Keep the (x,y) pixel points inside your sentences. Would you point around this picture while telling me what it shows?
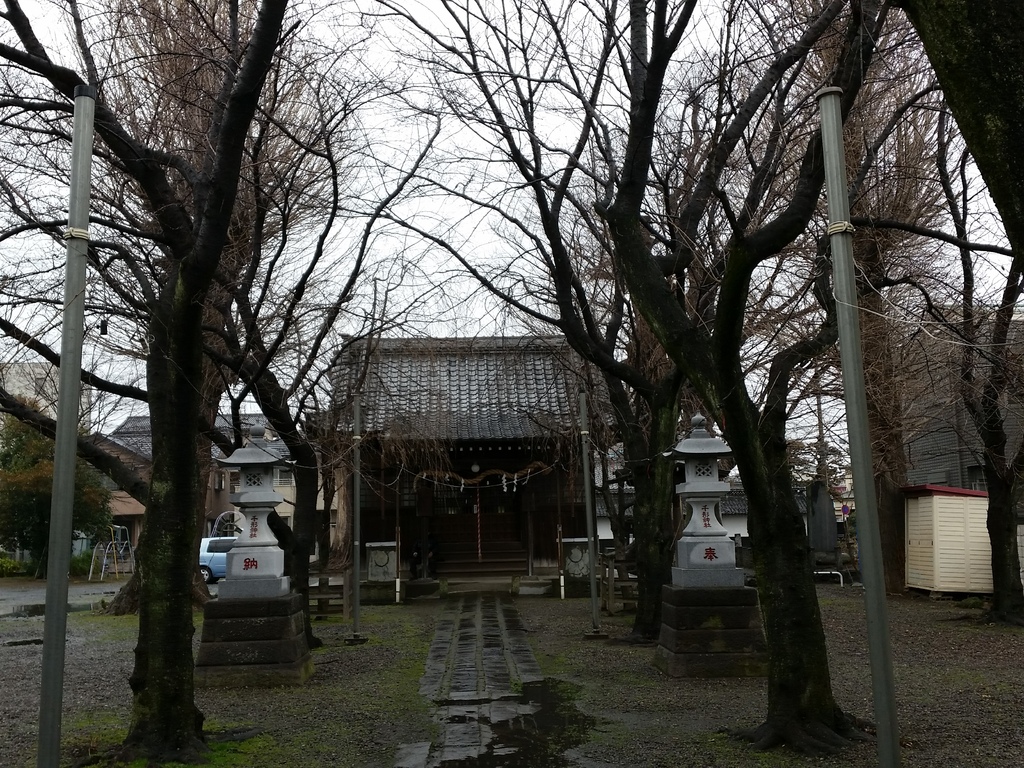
In this image we can see a group of trees (750,447). Behind the trees (751,434) we can see few buildings (376,498) and a car (208,557). At the top (466,84) we can see the sky (326,6). In the front (63,306) we can see the poles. There are two pillars (696,506) in the middle of the image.
